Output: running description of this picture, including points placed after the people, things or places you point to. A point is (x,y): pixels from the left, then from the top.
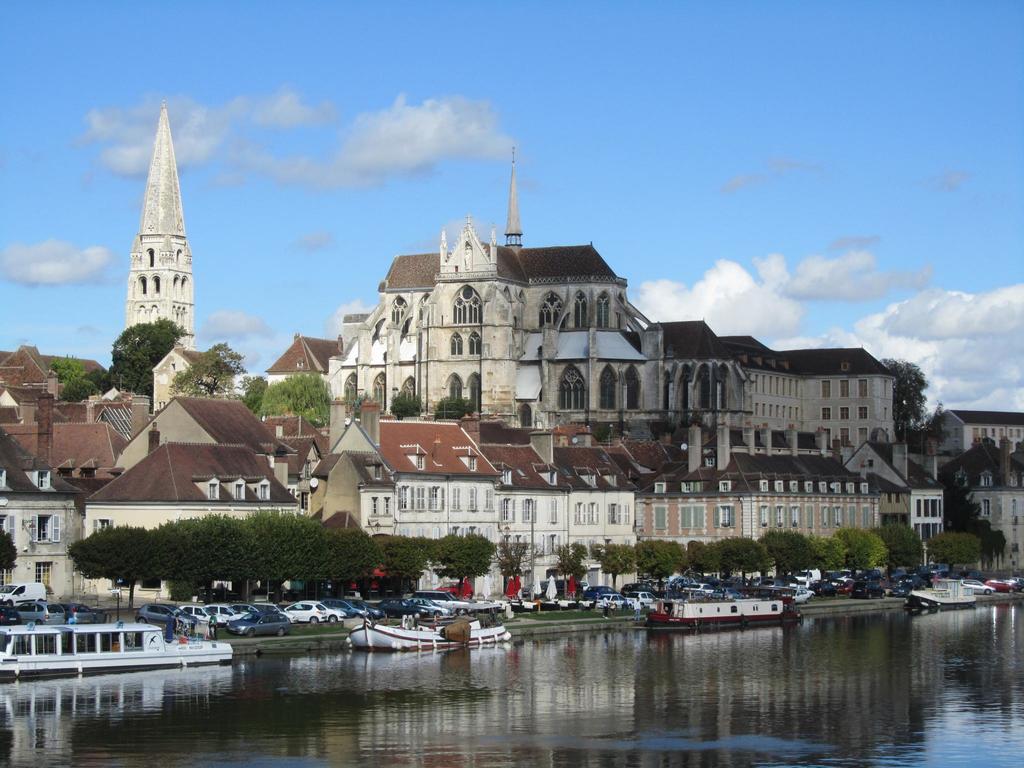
In this image I can see water (257,660), few boats (413,632), number of vehicles (492,599), number of trees (190,567), number of buildings (450,444) and number of windows (924,515). In the background (295,329) I can see clouds (361,175) and the sky (325,197).
